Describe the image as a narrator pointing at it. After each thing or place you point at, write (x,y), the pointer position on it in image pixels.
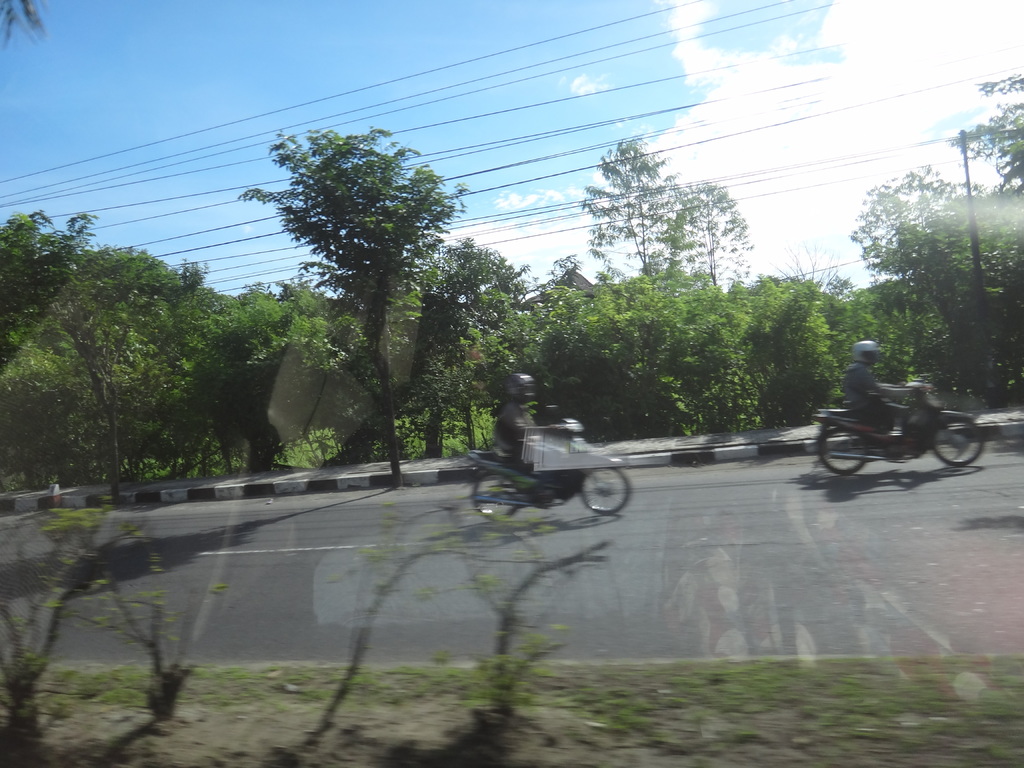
There is a road (612,533). On the road (685,564) there are motorcycles (540,482). Persons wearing helmet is sitting on that and riding. On the sides of the road (479,652) there are grasses (723,692) and trees (581,348). Also there is a electric pole (976,222) with wires (657,110). In the background (446,106) there is sky (755,192) with clouds (736,181).
